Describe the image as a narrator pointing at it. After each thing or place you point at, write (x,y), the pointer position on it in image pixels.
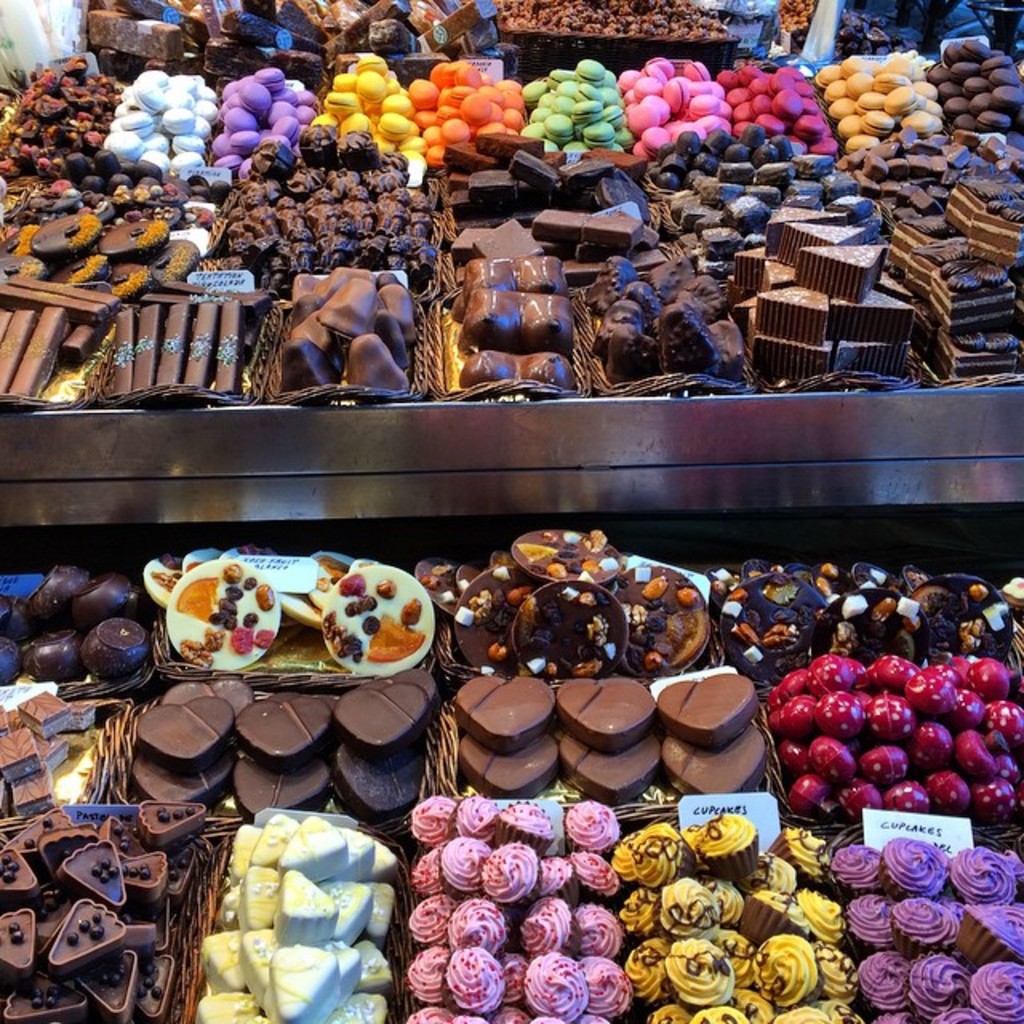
There are cookies (971,72) in different colors arranged in the baskets (931,603). These are on the shelves (907,398).
